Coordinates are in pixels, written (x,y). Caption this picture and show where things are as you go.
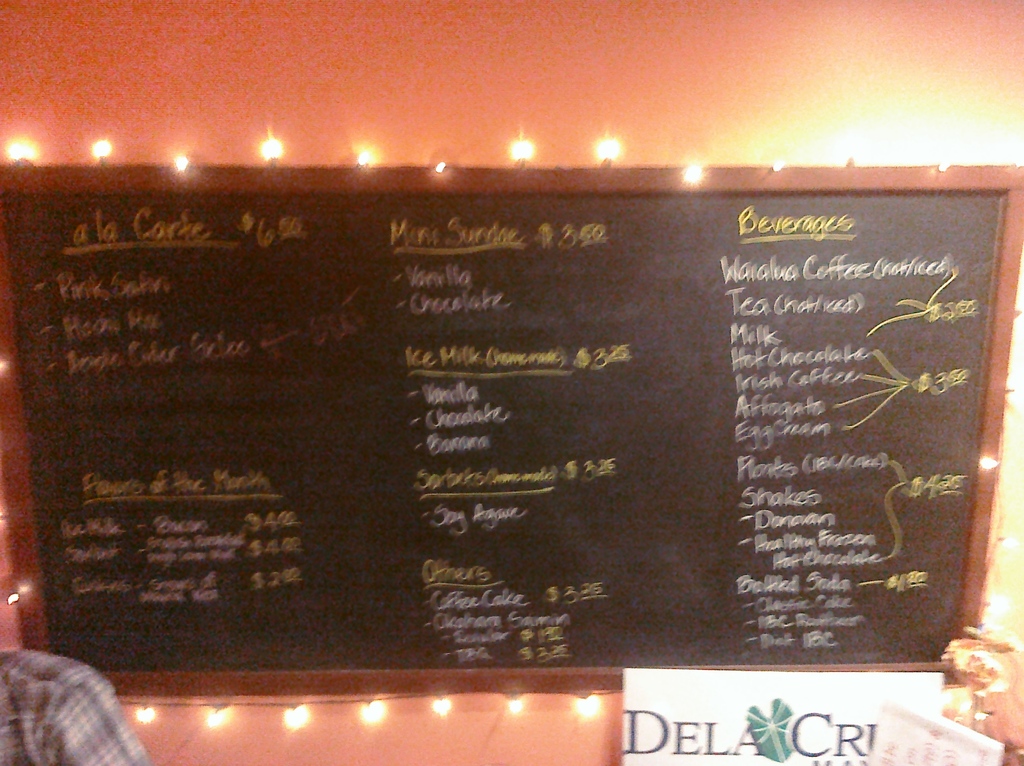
In this image I can see a black board (125,304) is on the wall (286,87). Something is written on the blackboard (893,329). To that board (1007,220) there are lights (222,705). At the bottom of the image (699,714) I can see a person (30,673), board (717,718) and objects (958,736).
